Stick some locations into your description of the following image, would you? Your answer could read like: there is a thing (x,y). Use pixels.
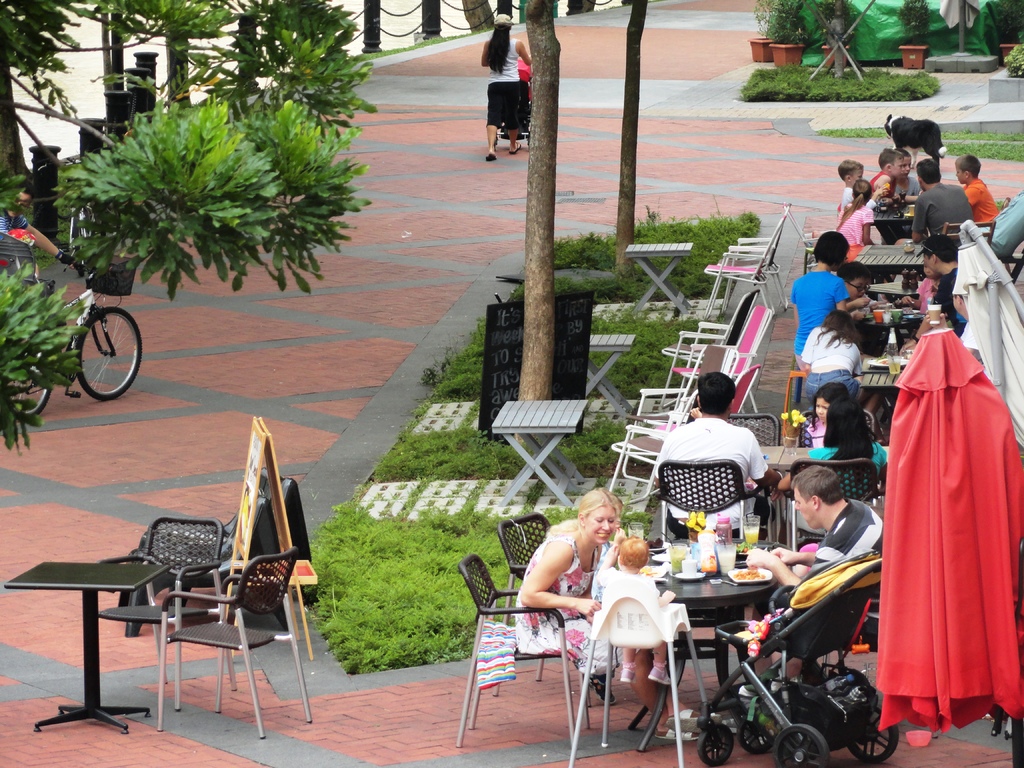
In this image we can see a few people (953,315) who are sitting on a chair (566,661) and they are having food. Here we can see a woman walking on the sideways (471,108) of a road (464,45). There is a person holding a bicycle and he is on the left side (88,327). Here we can see clay pots (766,58) on the top right side (919,51).
